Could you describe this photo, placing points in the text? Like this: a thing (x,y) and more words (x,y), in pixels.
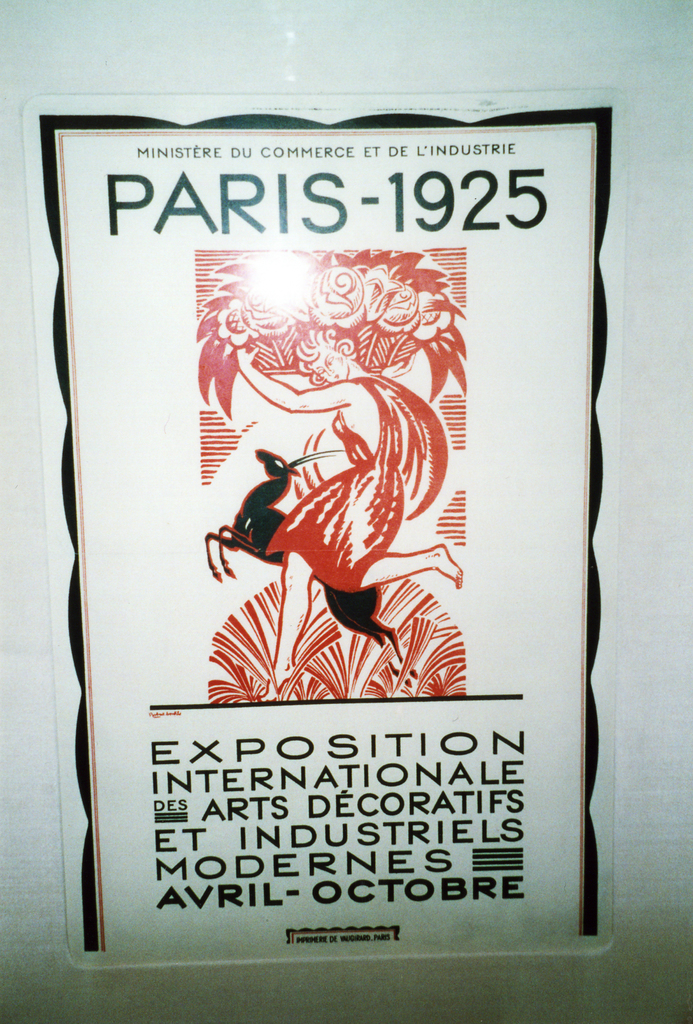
In this image I can see the white colored surface (275,25) and to it I can see a poster (128,433) which is white, black and red in color is attached to the surface (362,34). I can see a black colored animal (255,520) and a woman (387,431) painted on the poster (340,459). I can see few words (295,760) written on the poster (383,732) with black color.
